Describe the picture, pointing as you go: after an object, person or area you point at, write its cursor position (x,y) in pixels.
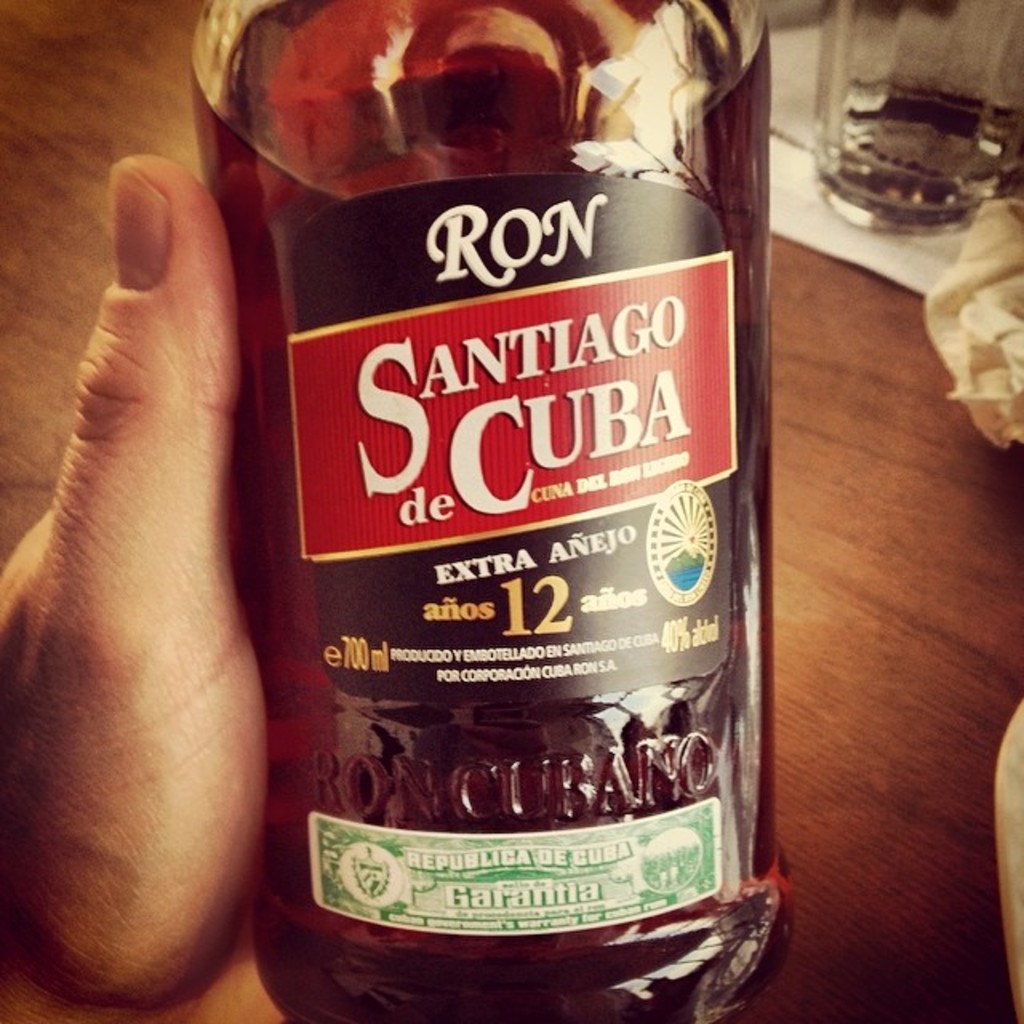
In this image, we can see the hand (224,964) of a person (196,927) holding a bottle (383,427) with some labels (600,353) and liquid (322,982) in it. We can see the wooden surface (858,598) with some objects (846,107) on the right (973,485).
